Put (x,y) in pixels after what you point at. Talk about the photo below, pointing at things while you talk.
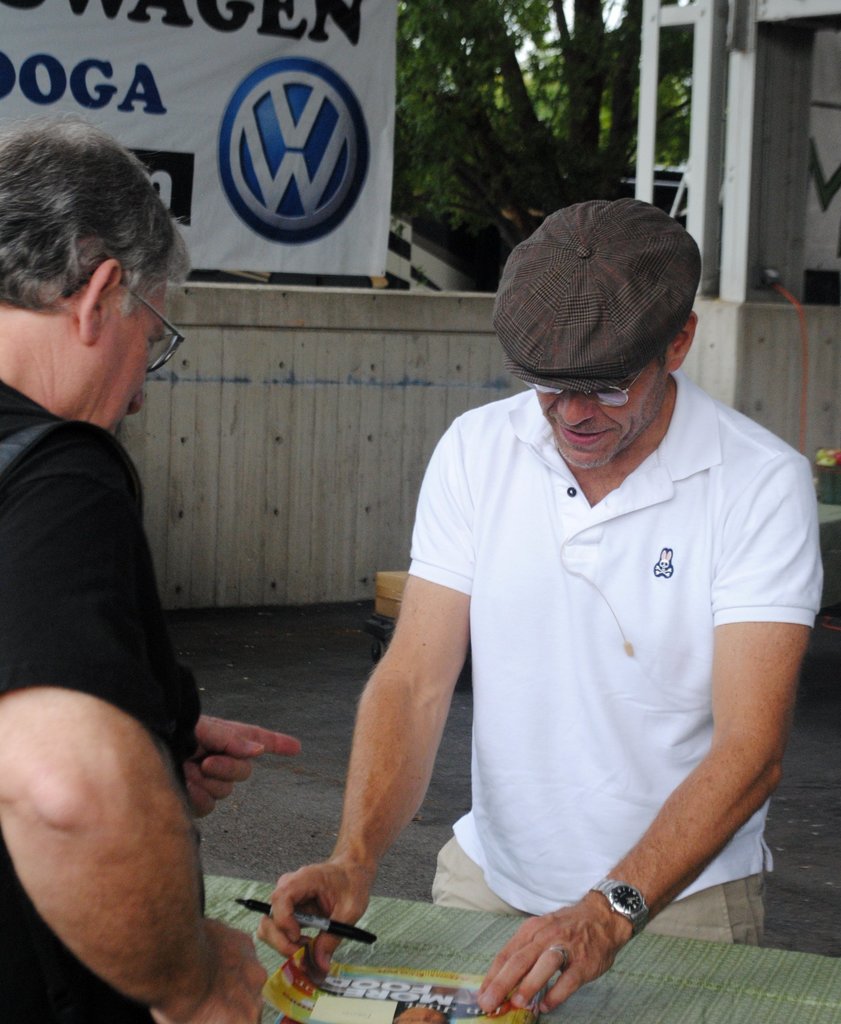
There are two men (427,665) standing as we can see at the bottom of this image (579,686). The person (525,659) standing on the right side (615,660) is holding a pen (262,907) and paper (299,969). There is a wooden wall (323,406) and trees (478,224) are present in the background (402,323). There is a banner (230,122) present in the top left corner of this image (233,129).
